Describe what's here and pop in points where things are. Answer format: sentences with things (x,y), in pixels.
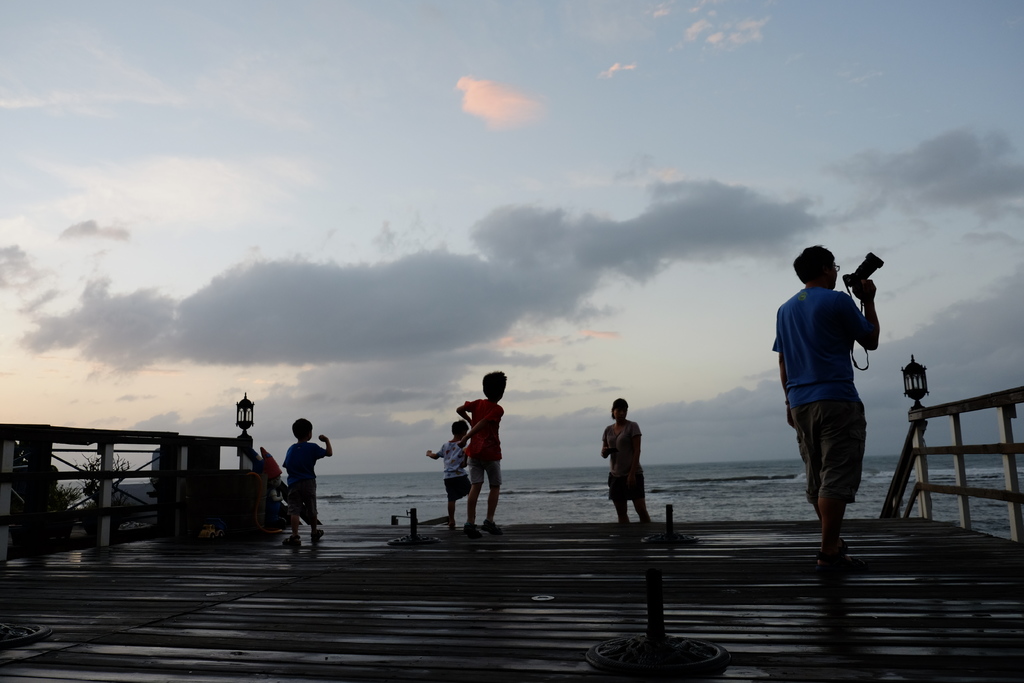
In the picture we can see a wooden path (697,587) with a railing (161,481) on both the sides with a lamp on it and we can see some children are walking and playing with it and one man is standing and holding a camera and in the background (699,467) we can see water surface (656,471) and behind it we can see the sky (486,261) with clouds (345,295).
